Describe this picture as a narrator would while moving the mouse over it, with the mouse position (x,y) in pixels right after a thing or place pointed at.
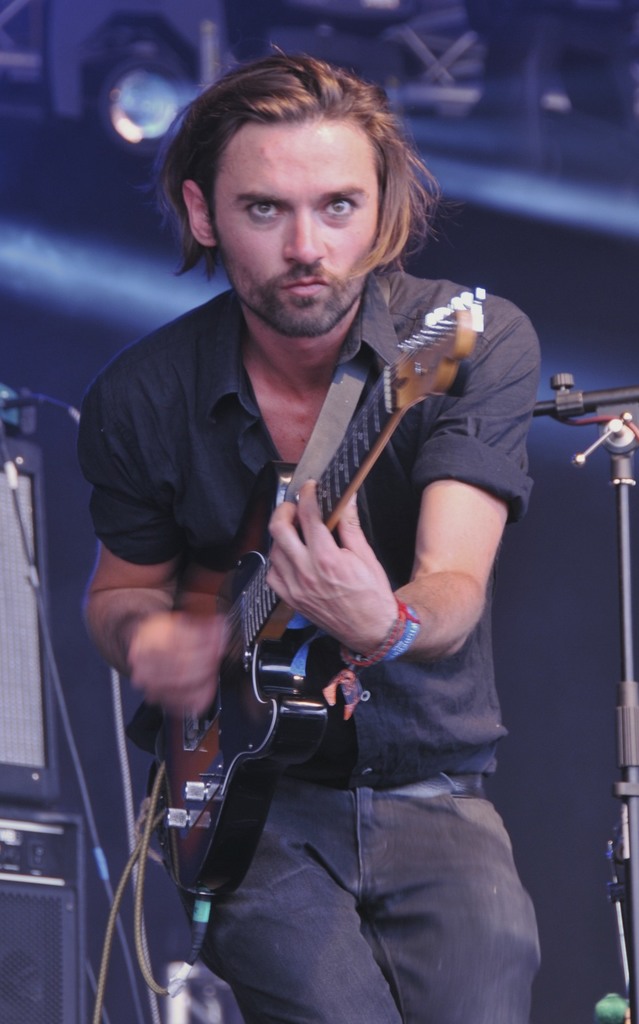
This picture shows a man (493,732) standing and playing a guitar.
